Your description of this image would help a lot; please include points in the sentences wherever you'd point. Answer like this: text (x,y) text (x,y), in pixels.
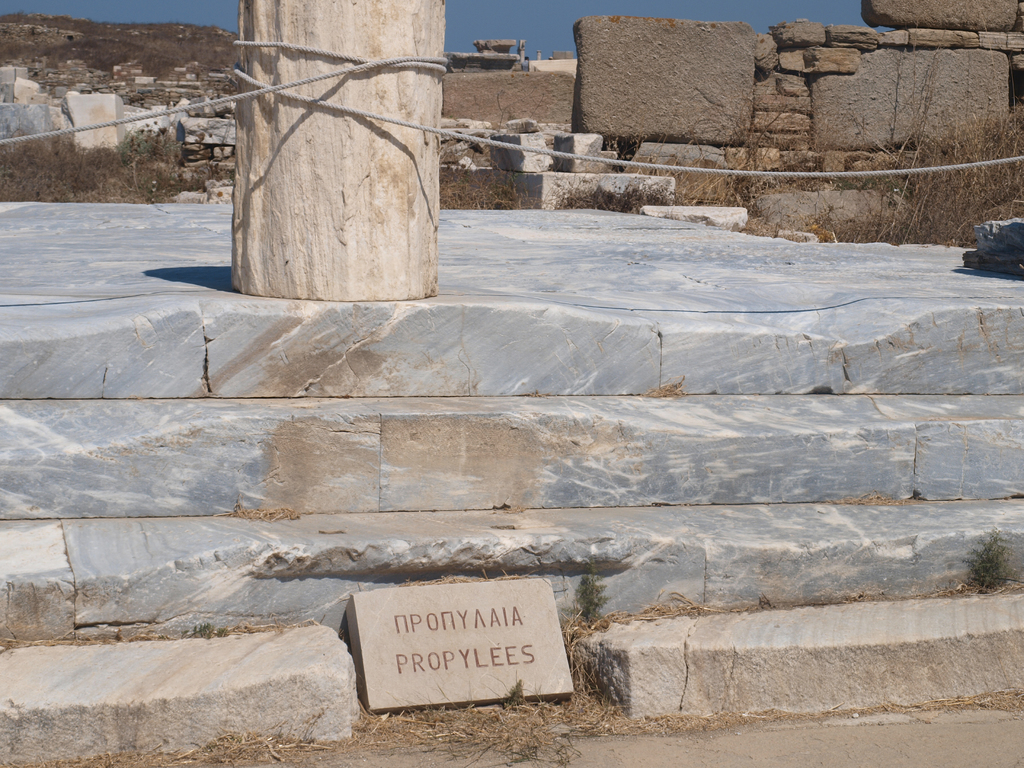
We can see stairs (466,505) at the bottom of this image (304,533) and there is a marble column (334,190) at the top of this image (323,229). There is a rope (379,117) attached to this column (311,93).
